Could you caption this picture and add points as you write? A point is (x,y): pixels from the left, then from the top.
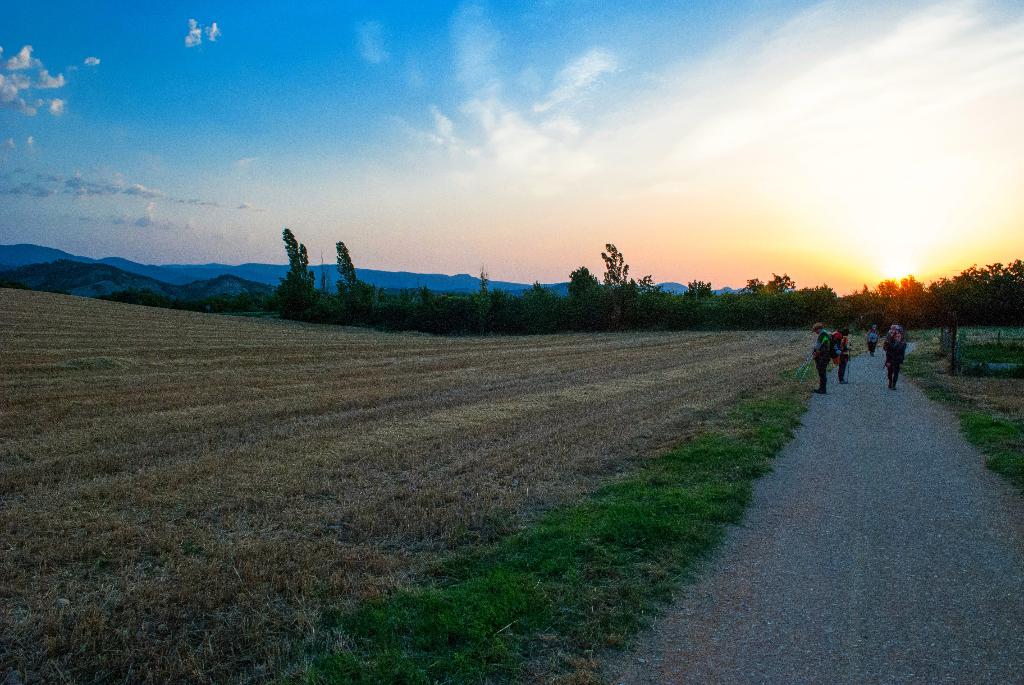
In a given image I can see a tree (738,305), people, sky (562,195), mountains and clouds (766,151).
